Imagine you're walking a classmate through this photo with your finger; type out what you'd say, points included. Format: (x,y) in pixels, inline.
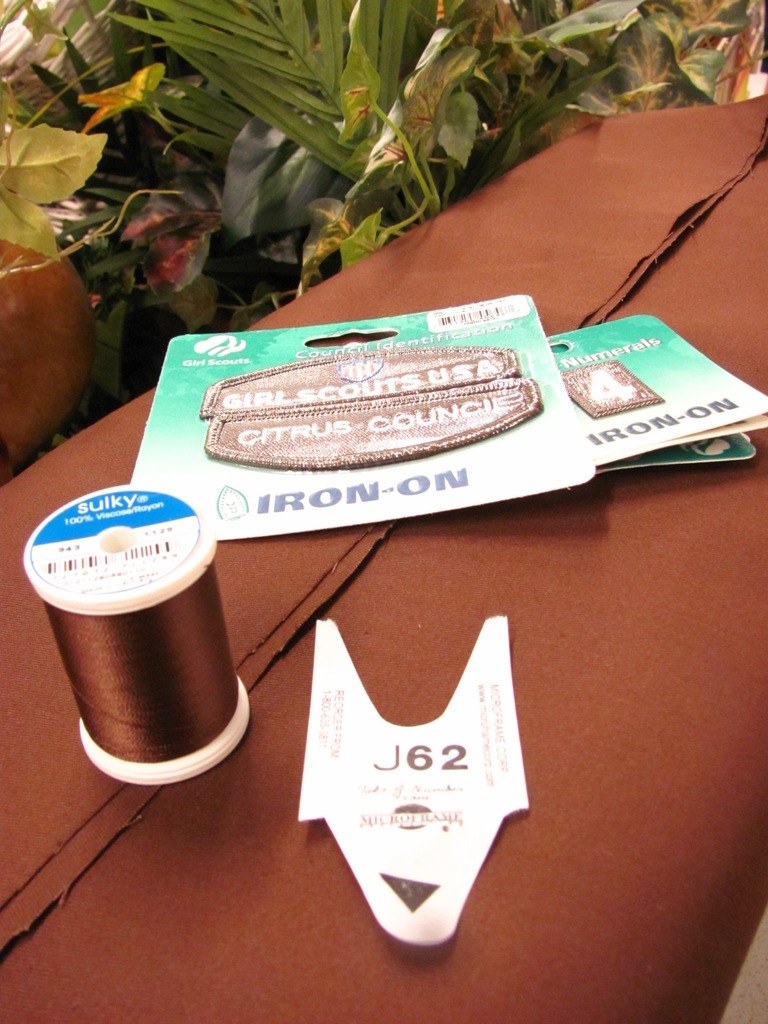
In the picture there is a brown cloth (282,659), on the cloth (221,586) there are some items (454,411) and the brown thread (125,649) are kept, behind the cloth (29,673) there are few plants (154,190).
